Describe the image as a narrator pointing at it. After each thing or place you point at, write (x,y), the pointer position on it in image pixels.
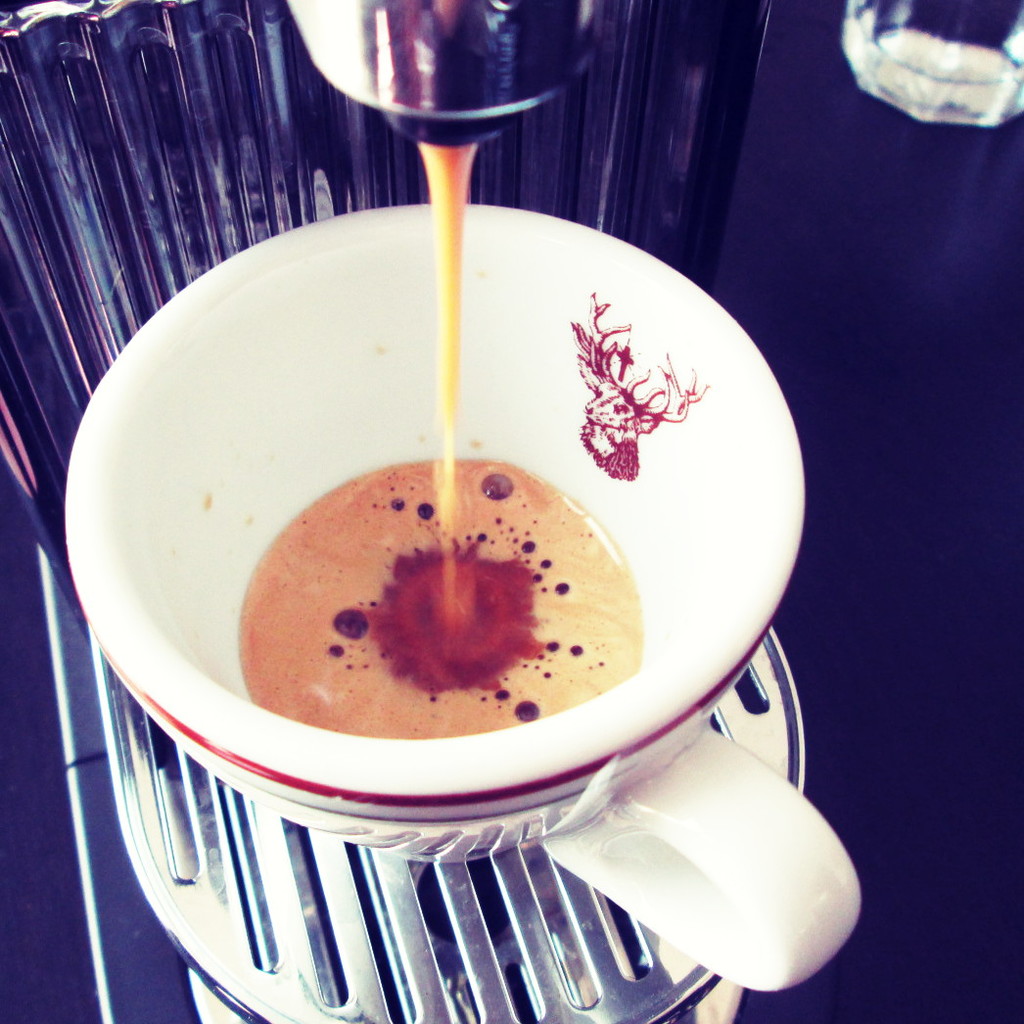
In this picture we can see a cup (342,666) on an object (370,885) and in the cup (432,802) there is some liquid (446,579).
